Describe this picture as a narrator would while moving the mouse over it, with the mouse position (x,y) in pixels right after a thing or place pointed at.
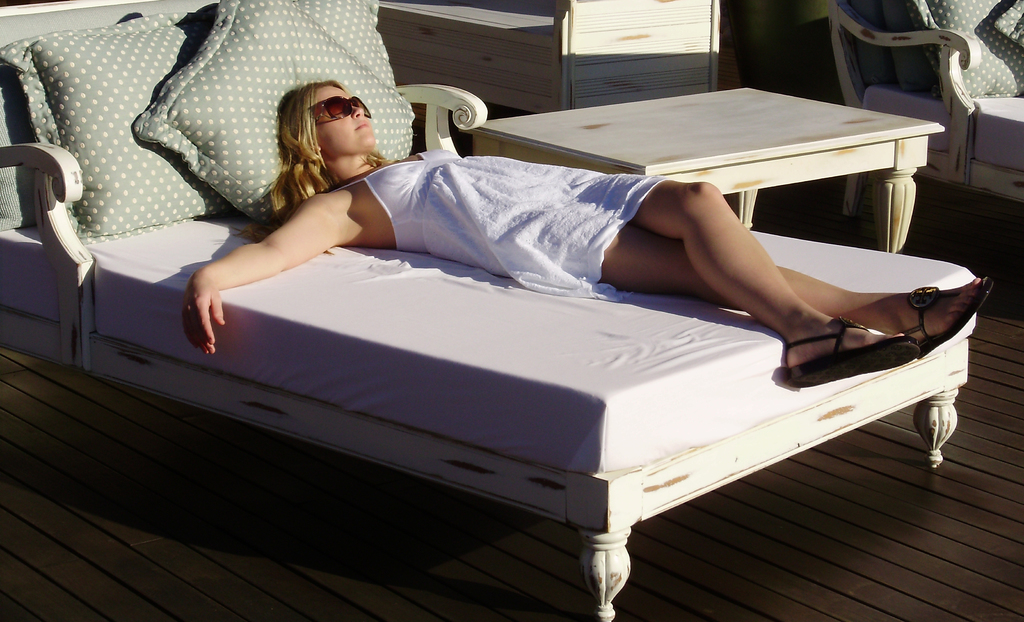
A woman (309,228) is lying on the bed (38,154) is wearing sandals (790,345) and sunglasses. On bed (234,221) there are three pillows (139,41), aside to that there is a table (624,126).
